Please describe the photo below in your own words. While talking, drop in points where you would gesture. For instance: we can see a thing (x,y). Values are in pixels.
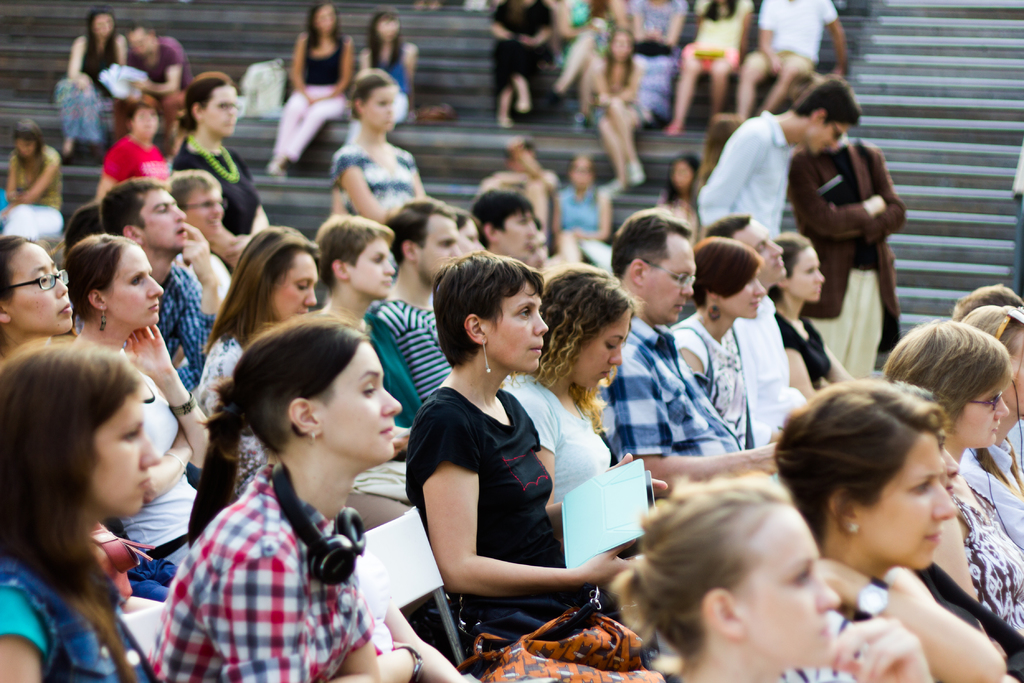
In the center of the image (557,445) we can see a group of people (613,443) are sitting on the chairs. In the background of the image (270,76) we can see some persons (771,49) are sitting on the stairs (541,109) and we can see bags (282,81), books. In the middle of the image (490,335) a lady (513,407) is sitting and holding a book (645,491).
